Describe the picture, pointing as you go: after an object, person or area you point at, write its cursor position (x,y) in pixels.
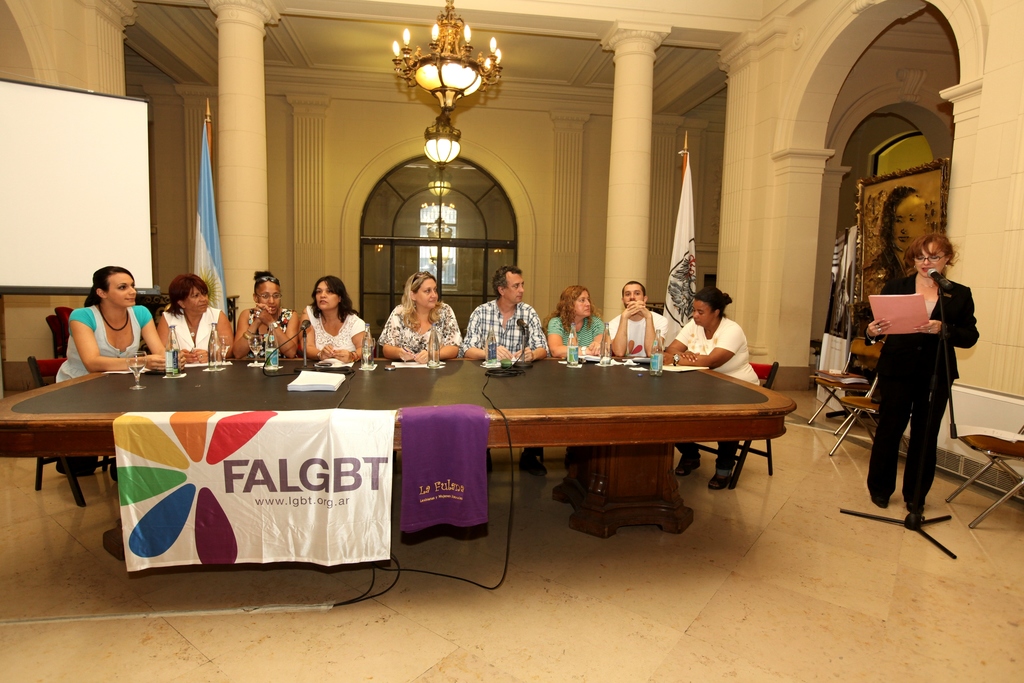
I can see a group of people (187,316) among them, a woman (914,367) standing on the floor (657,597) and other people (192,338) are sitting on the chair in front of a table (358,398). On the table (257,372) we have few bottles (169,362) and other objects (314,386) on it. I can see there is a chandelier (436,81), white color board (37,165) and other objects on the floor (824,491).
